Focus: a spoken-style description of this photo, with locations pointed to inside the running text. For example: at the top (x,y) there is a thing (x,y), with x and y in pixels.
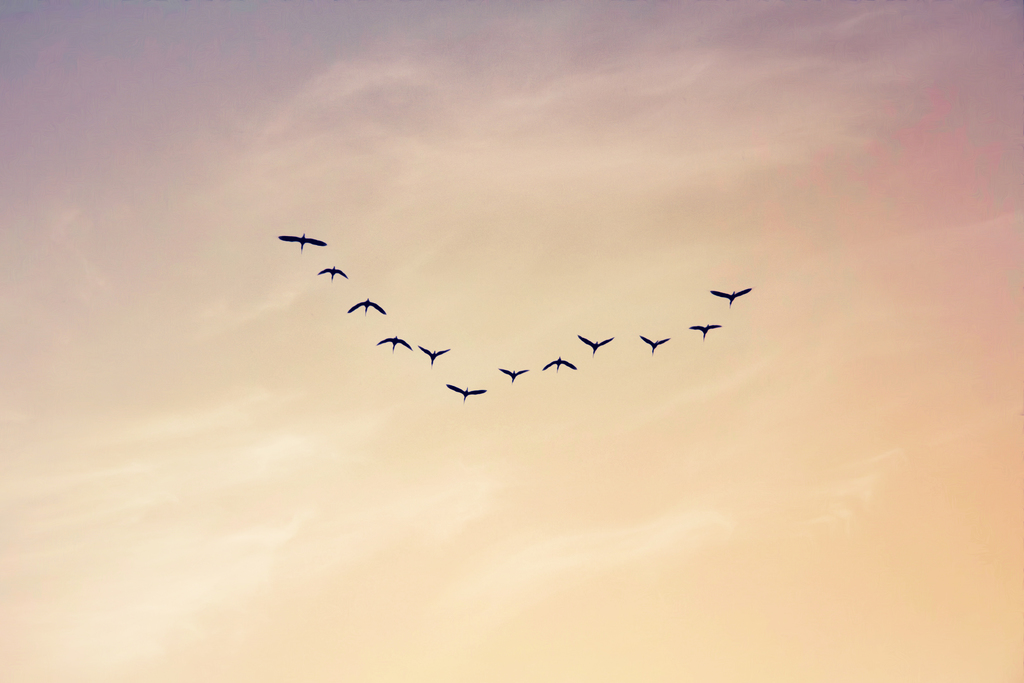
In this picture I can observe some birds (398,344) flying in the sky (340,319). In the background (158,267) there is a sky (283,381). The sky (372,533) is in yellow color.
